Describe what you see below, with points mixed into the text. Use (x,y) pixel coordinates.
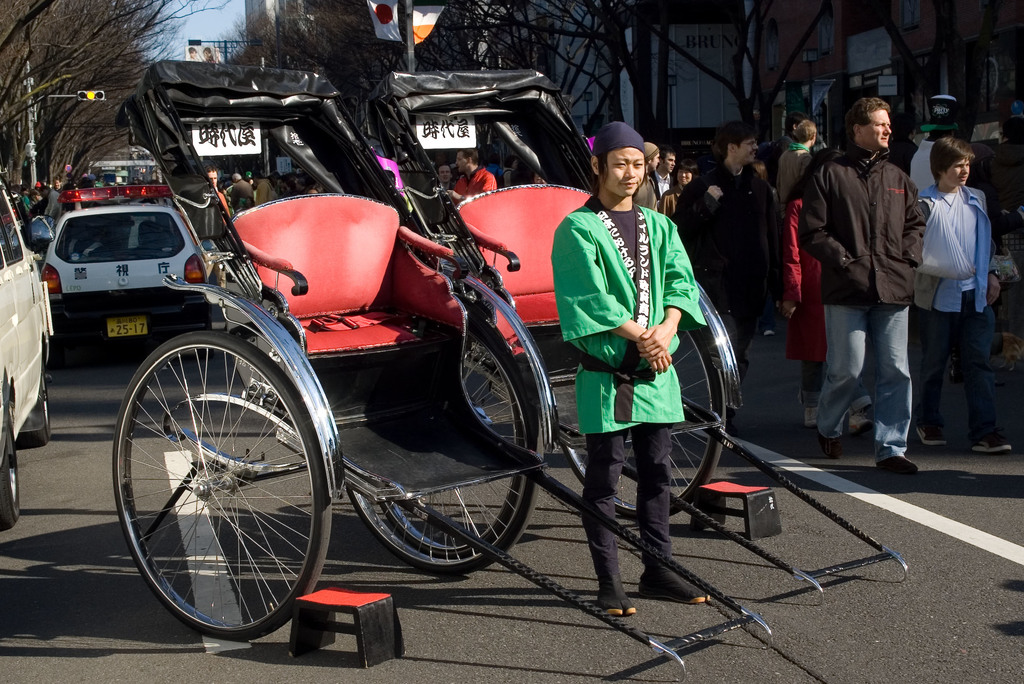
In the center of the image (552,434) we can see the cart vehicle (283,388). We can also see the stools (746,512) on the road (434,644). There is also a person (645,408) standing. In the background (147,283) we can see the vehicles (73,283), poles (408,10), people (959,261) and also the buildings (692,91). We can also see the flags (393,1). Sky (170,10) is also visible.
